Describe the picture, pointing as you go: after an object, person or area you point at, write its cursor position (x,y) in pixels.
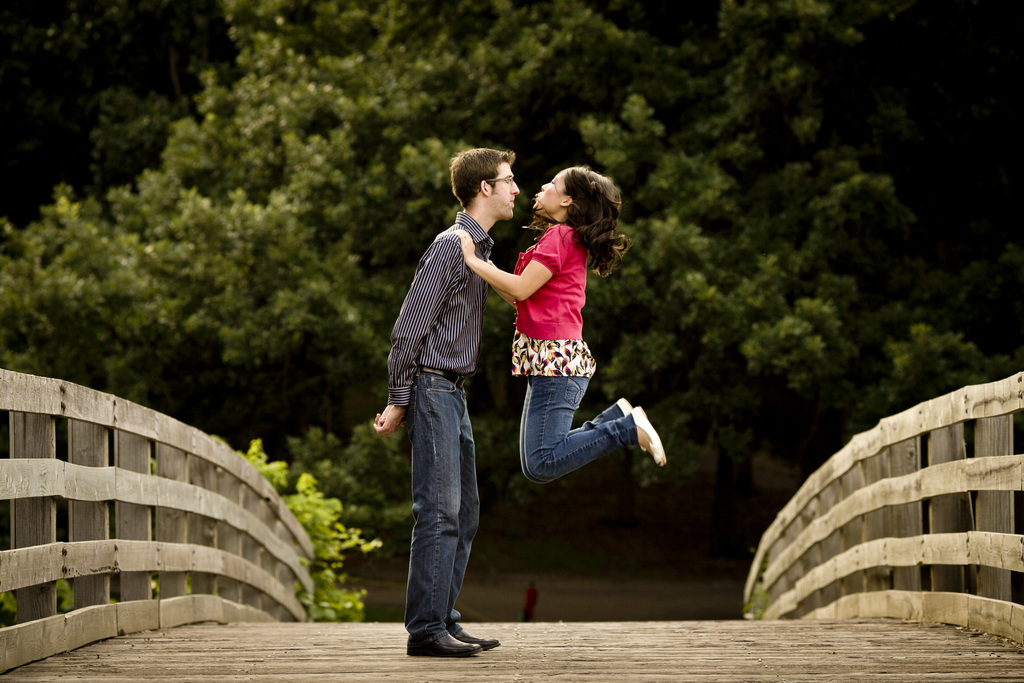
Middle of the image (555,327) we can see two people (420,544). Right side of the image (782,530) and left side of the image (109,447) there are wooden railings (910,531). Background of the image (879,336) we can see trees (343,143).
